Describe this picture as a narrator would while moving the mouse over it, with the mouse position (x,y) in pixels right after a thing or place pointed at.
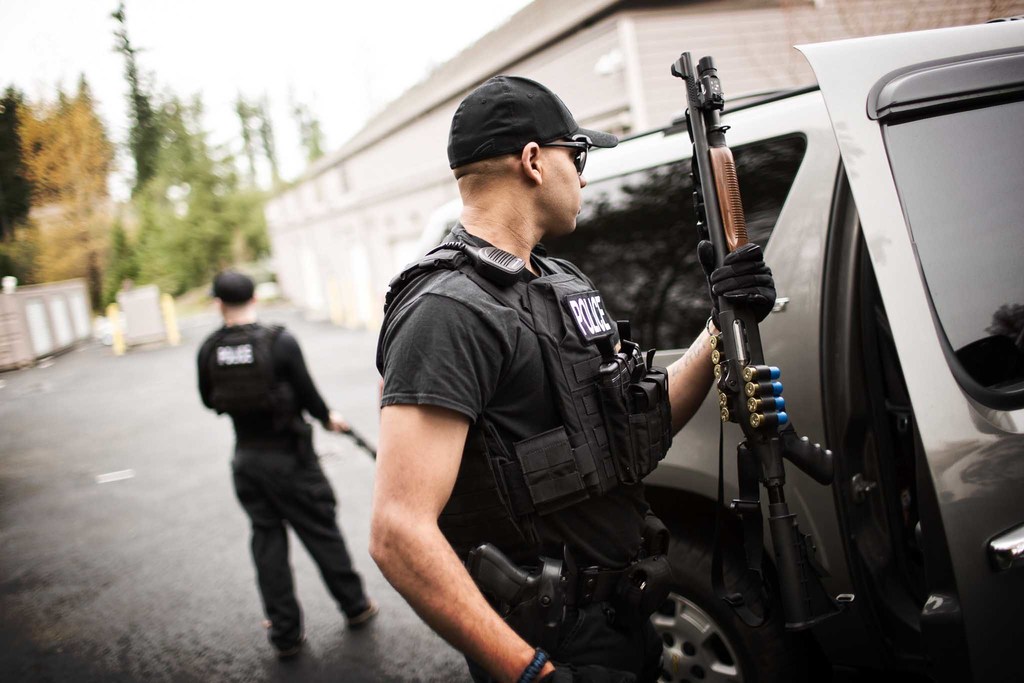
In this picture, we can see a man (376,482) in the black dress (512,470) is holding a gun (701,167) and on the right side of the man (577,364) there is a vehicle (925,164) and behind the man (427,441) there is another person (298,505) is standing, buildings (393,192), trees (98,172), sky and blurred things (98,323).
